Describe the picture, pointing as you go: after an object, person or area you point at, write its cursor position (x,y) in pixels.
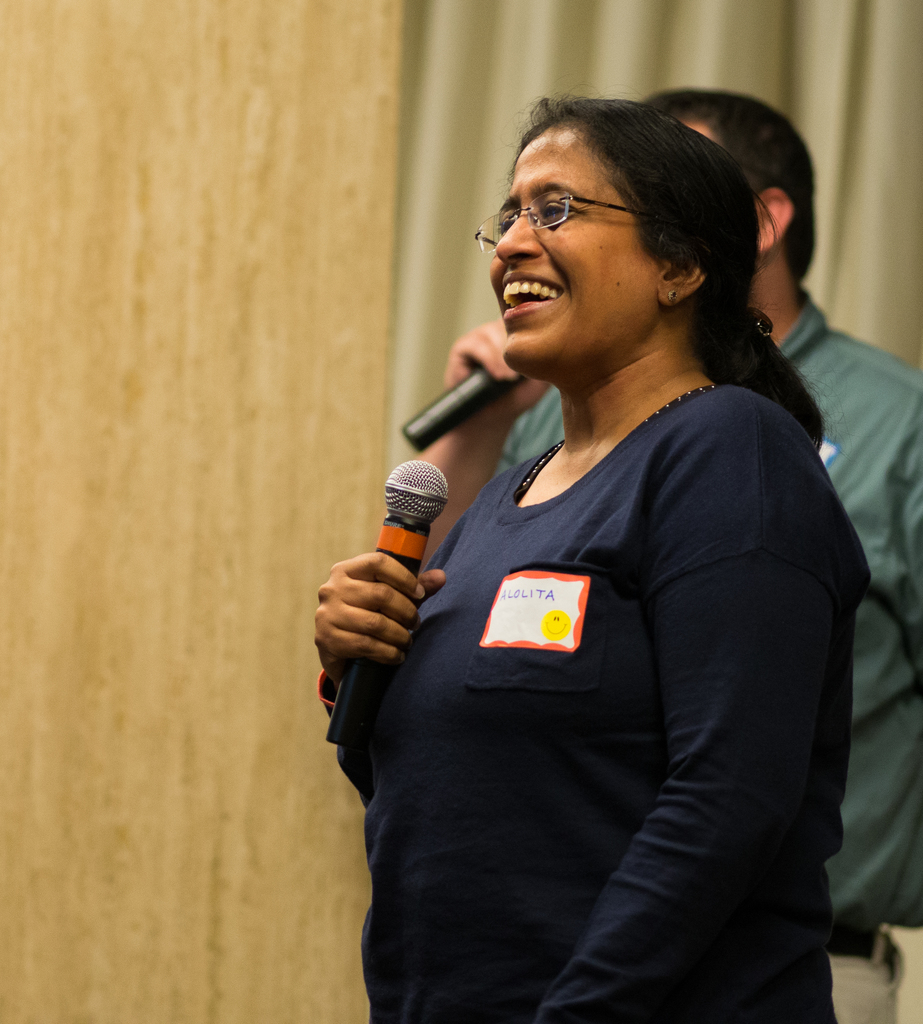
On the right side (644,729), there is a person (727,194) in navy blue color shirt (739,683), wearing spectacle (586,199), smiling, standing and holding a mic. In the background (863,455), there is another person (796,264) standing and holding a mic (481,402), there is a curtain (543,36) and there is wall (358,135).
